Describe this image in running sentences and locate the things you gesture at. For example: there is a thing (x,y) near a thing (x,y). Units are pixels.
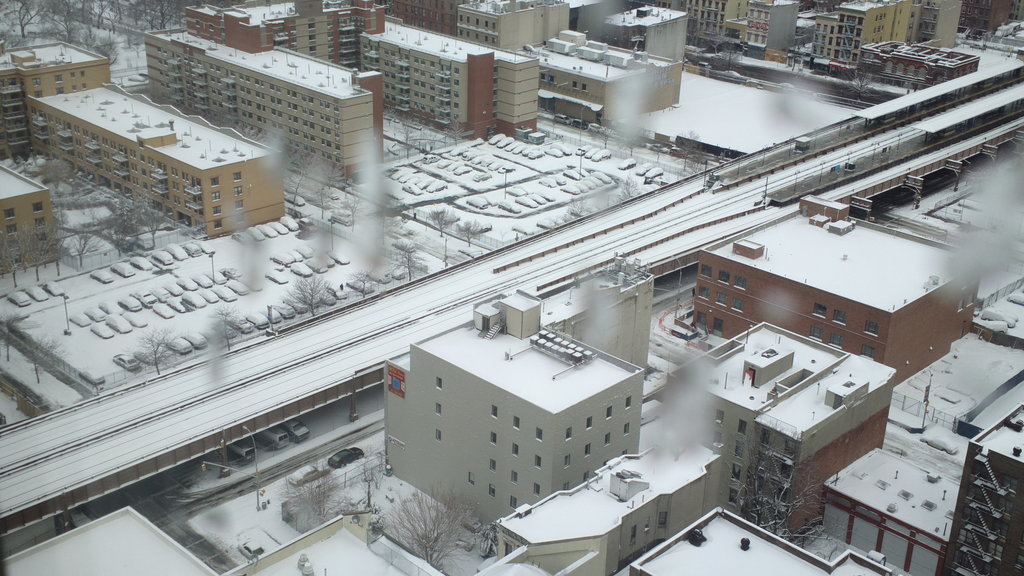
In this image we can see a group of buildings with windows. We can also see a group of cars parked aside, trees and the bridge (771,207).
